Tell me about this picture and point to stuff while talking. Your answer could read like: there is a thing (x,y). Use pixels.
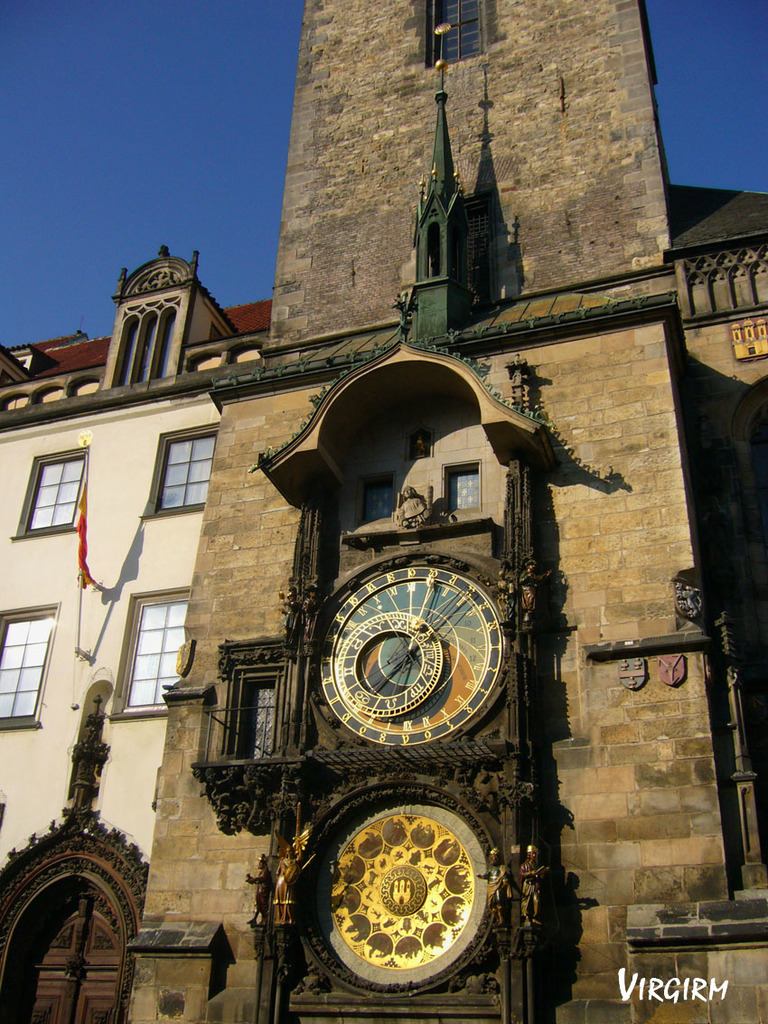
In this image I can see a building (304,593), few windows (16,684), a red colour flag (83,499), a clock (363,613), the sky (269,248) and here I can see watermark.
